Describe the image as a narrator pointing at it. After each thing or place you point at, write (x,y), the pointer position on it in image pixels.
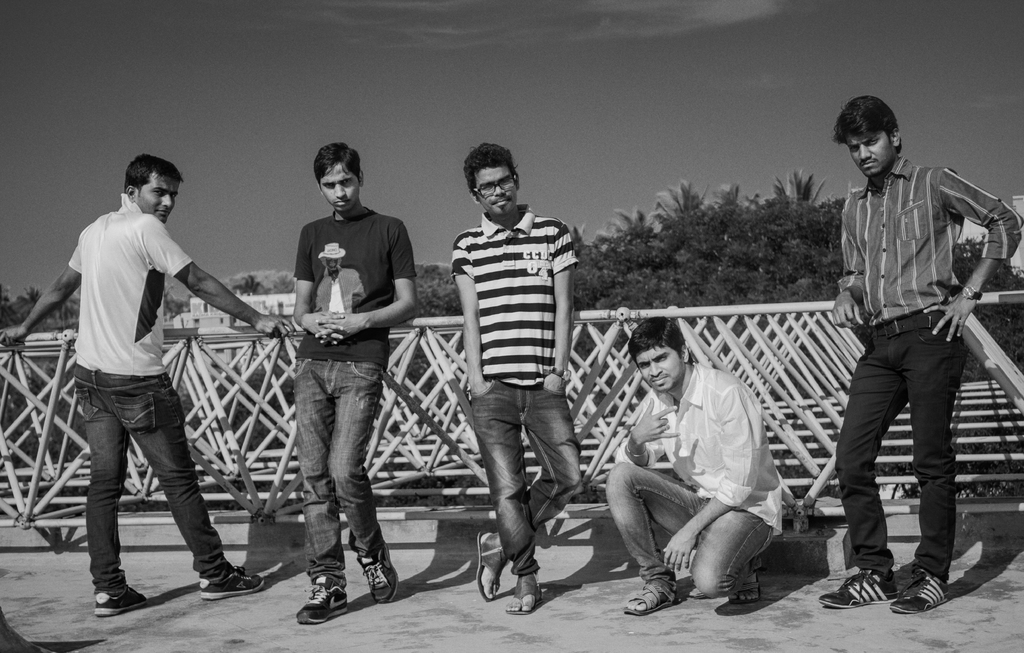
In this picture we can see a group of people (328,555) on the ground (582,576), here we can see a fence (194,434), trees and we can see sky (39,253) in the background (412,451).
